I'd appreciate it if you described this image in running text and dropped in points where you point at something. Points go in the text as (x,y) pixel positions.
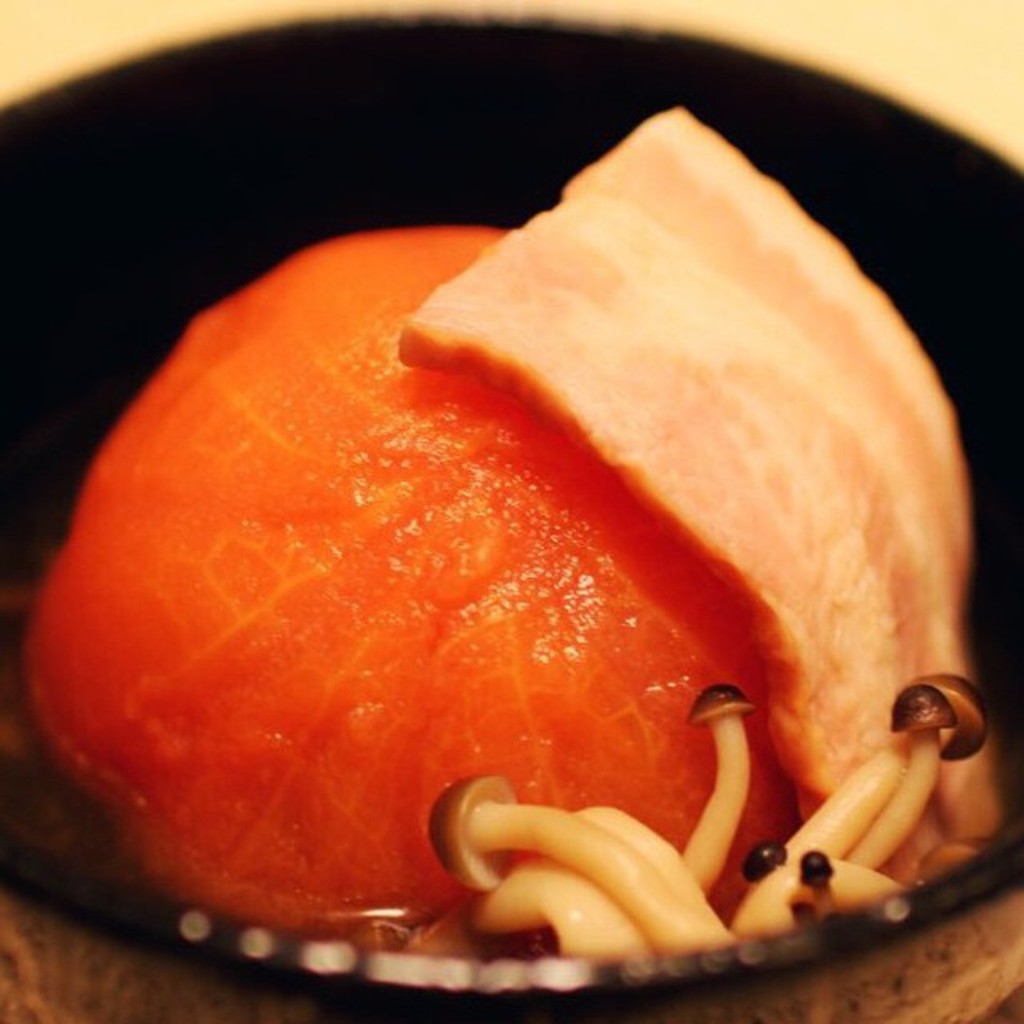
In this picture we can see food (652,817) and mushrooms (543,880) in a bowl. In the background of the image (908,71) it is cream color.
